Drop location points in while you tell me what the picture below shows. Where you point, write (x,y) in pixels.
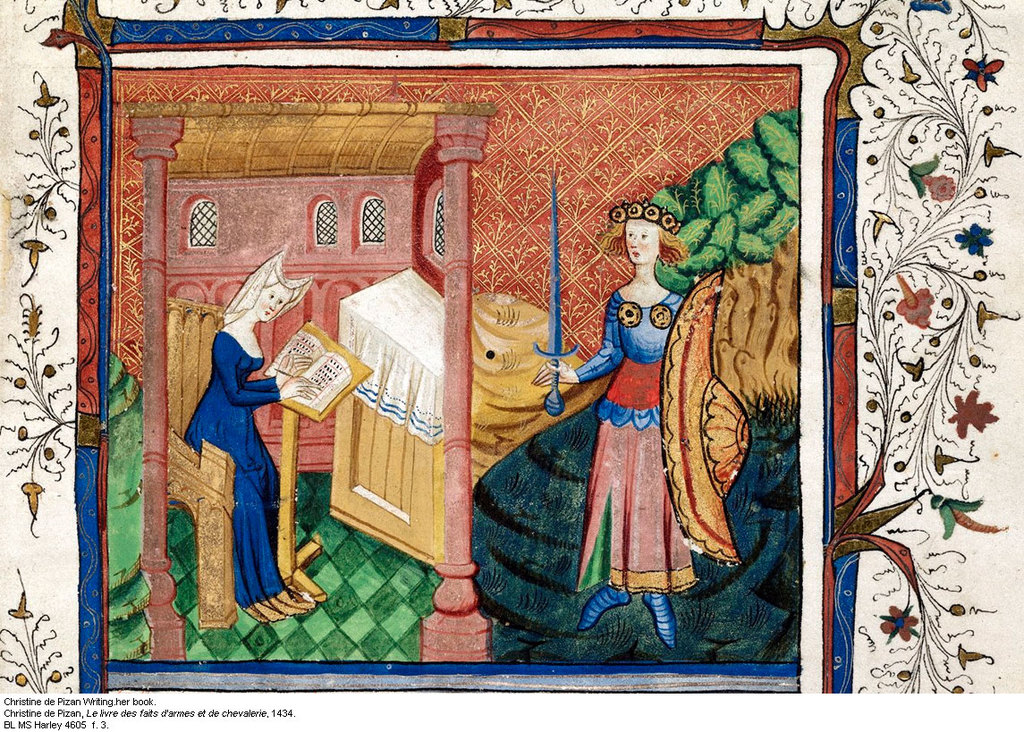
In this image we can see the painting (337,258), in the painting (396,218) there are two persons (247,292), a house (403,236), tree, also we can see some designs (545,280), there are text (38,714) on the image.
